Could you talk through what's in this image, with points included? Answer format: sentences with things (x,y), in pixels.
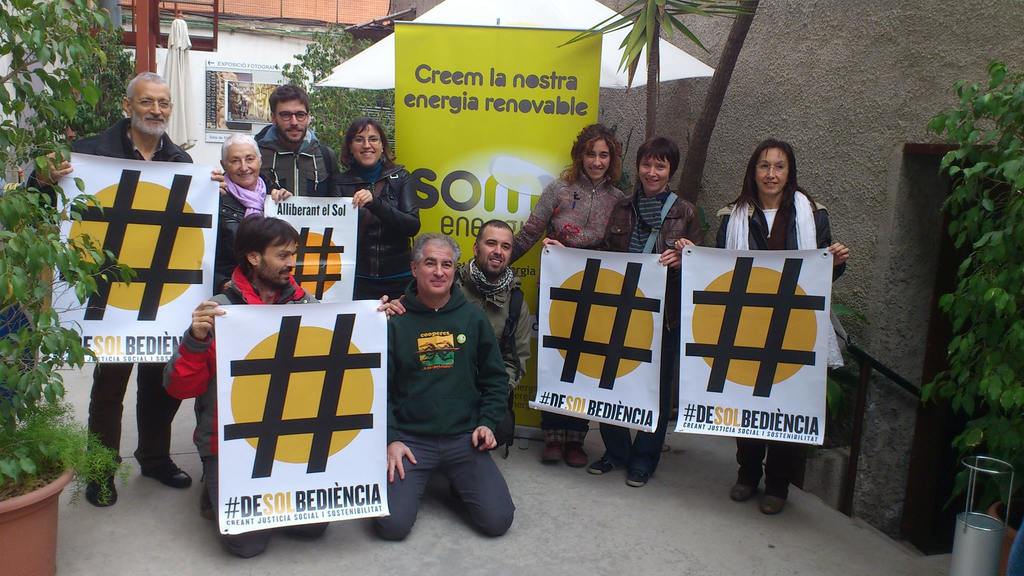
In this picture, we can see a few people (481,442) holding some objects (689,349), and we can see the ground (505,555), plants (103,102) in pots (23,523), and we can see posters (252,99), some metallic objects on the ground (821,561), railing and the stairs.
